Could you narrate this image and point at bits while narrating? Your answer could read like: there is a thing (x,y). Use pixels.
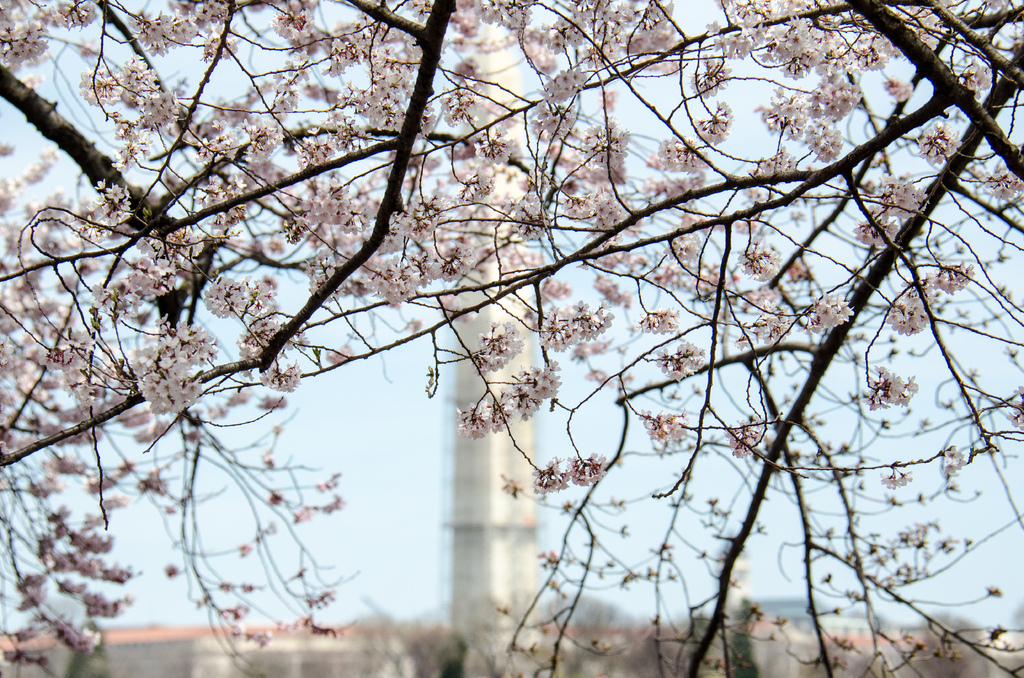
In this image we can see branches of tree (214,413) with flowers (464,425), tower (464,450) and sky (383,369) in the background (470,556).
